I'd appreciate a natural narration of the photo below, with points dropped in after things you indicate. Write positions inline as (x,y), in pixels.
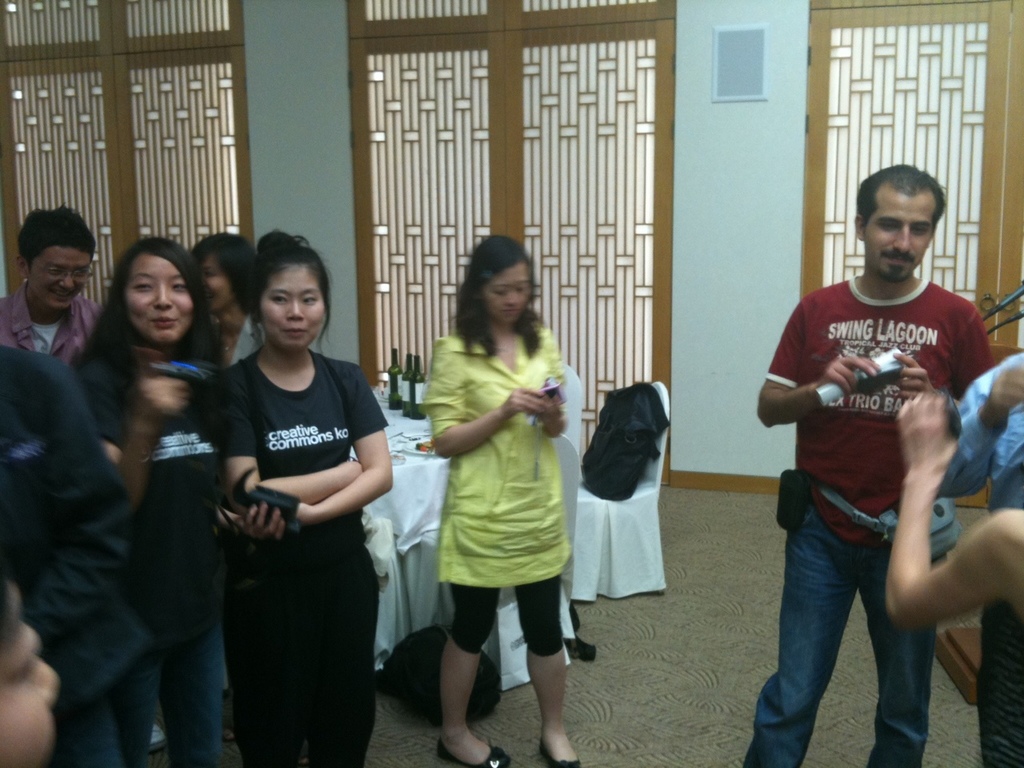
In this image there are a few people (228,485) standing on the floor (702,610) and few (338,532) are holding an object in their hands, behind them there is a table (429,461) and chairs (639,503), one of the chairs (640,502) there is a bag (618,447), on the table (407,418) there are bottles (407,379). In the background (573,169) there is a wall (780,210) with closed doors (833,198).
